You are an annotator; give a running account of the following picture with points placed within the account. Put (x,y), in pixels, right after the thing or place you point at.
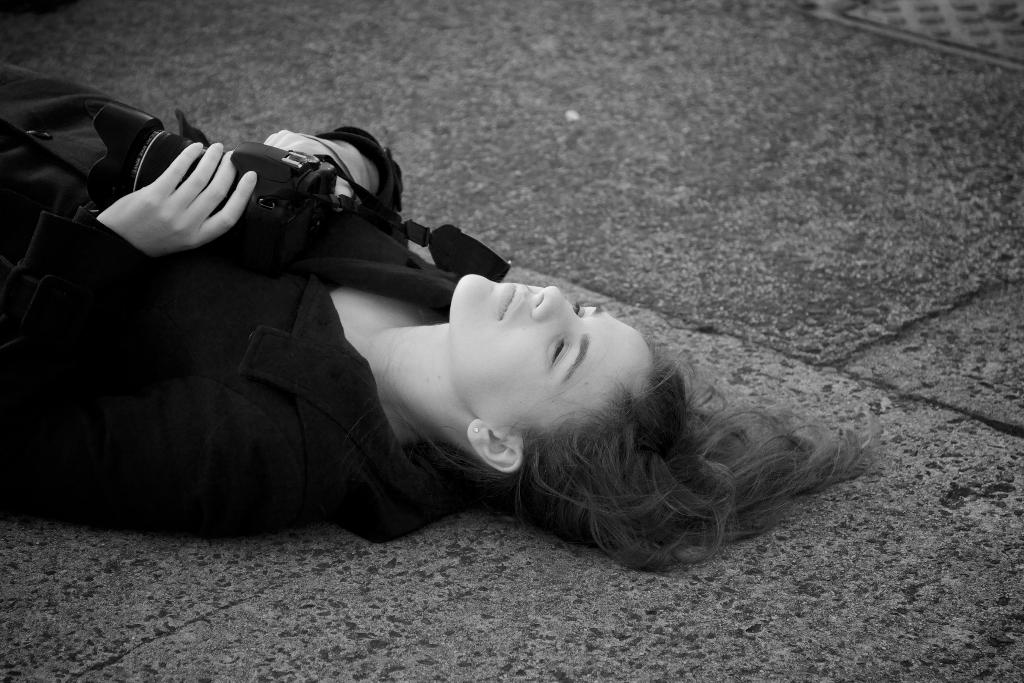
There is a woman (40,488) lying on floor (817,295) holding camera (240,162).
